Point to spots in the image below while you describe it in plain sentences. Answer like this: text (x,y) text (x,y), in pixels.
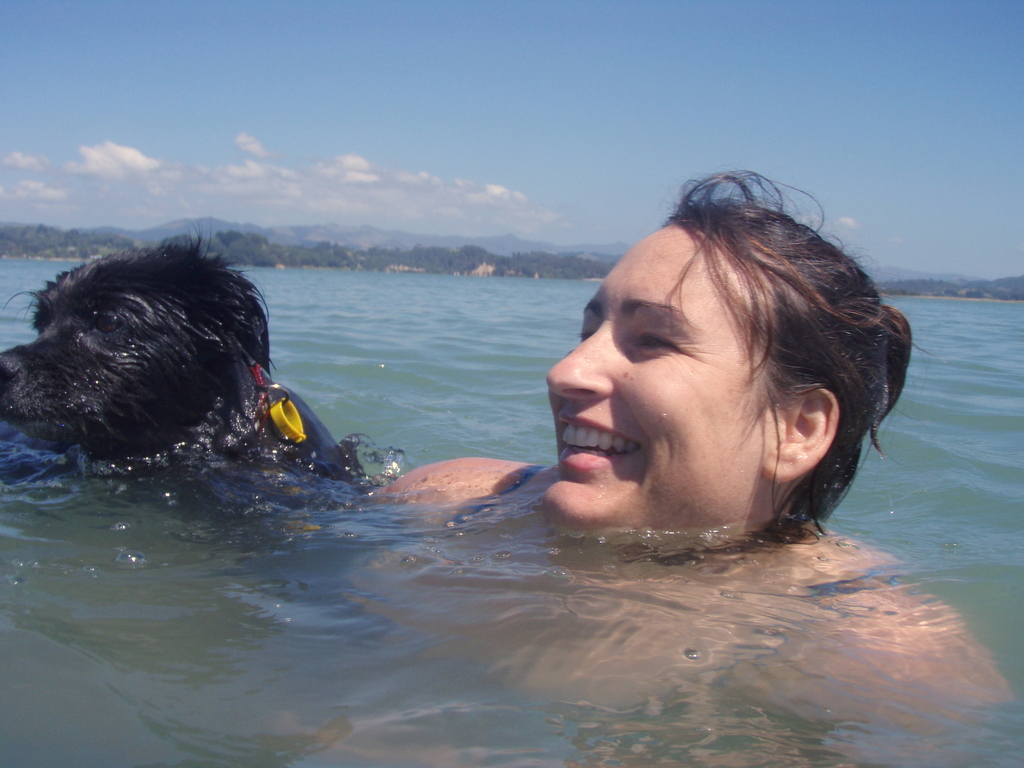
In this picture we can see a woman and a dog (103,368) in the water (412,365). There are a few trees (416,261) and mountains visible in the background (458,259). Sky (394,111) is blue in color and cloudy.
